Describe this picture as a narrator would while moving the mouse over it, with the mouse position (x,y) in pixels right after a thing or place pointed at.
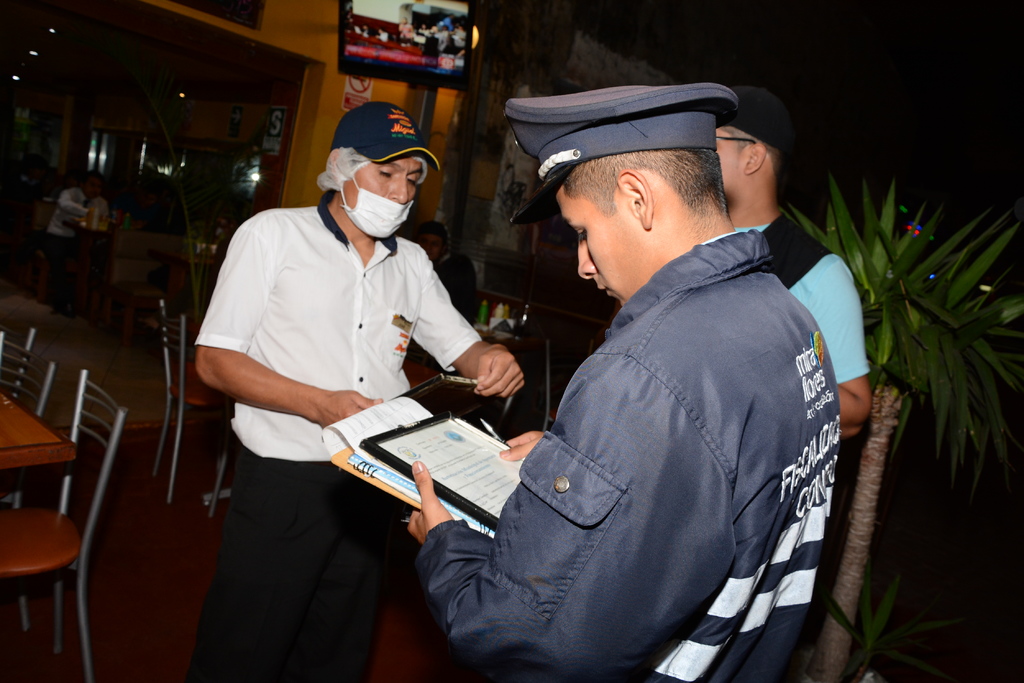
In this image, we can see three persons (536,446) are standing. Two men (377,573) are holding some objects (458,500). Background (15,522) we can see plants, people (75,202), chairs (56,521), tables (31,450), walls (455,206), posters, screen (404,26), few objects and lights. On the right side (957,481) background (1009,117), we can see the dark view (914,125).
